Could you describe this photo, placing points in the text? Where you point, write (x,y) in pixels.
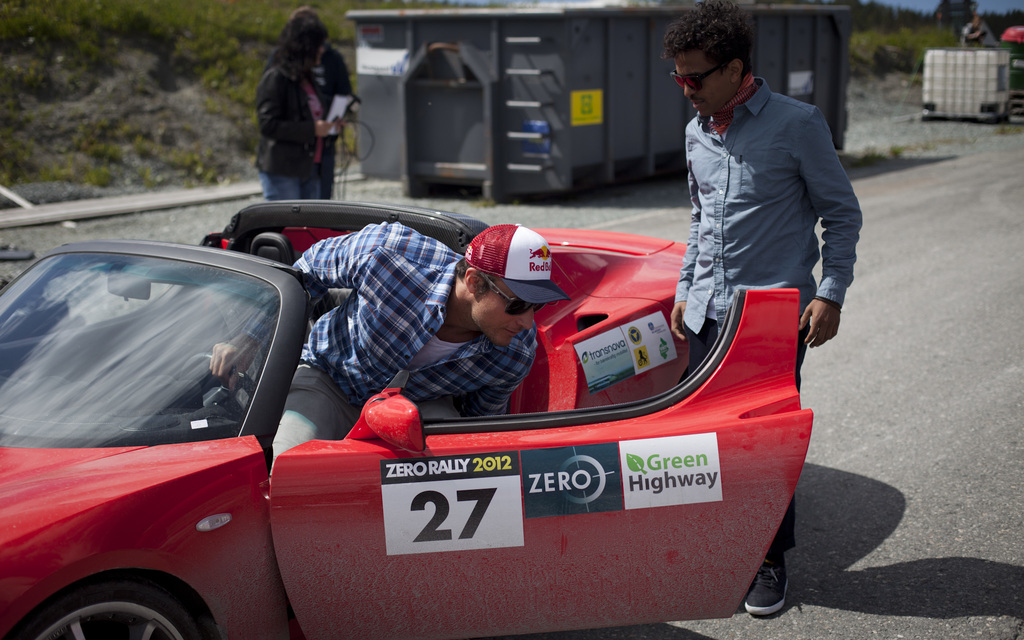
In the foreground (585,301) a person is sitting in the red color car (558,385) and in front of that a person (696,325) is standing. In the background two persons (307,197) are walking and holding some objects (343,110) in their hand (328,131). In the left top (176,14) grass (238,26) is visible. Next to that a tank (455,17) is visible. In the right (859,20) sky (905,7) is visible and trees (931,15) are visible and a person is visible. This image is taken on the road (973,257) during day time.
